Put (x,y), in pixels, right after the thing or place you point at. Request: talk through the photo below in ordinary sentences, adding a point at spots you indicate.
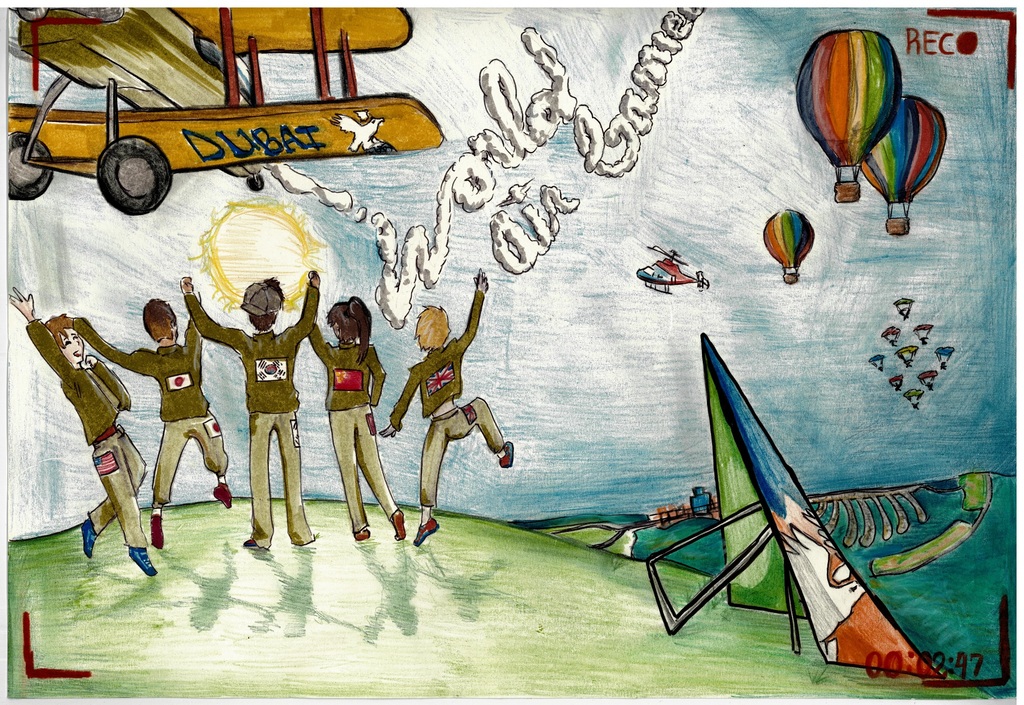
In this image I can see few people (342,439) standing and wearing same color dresses (463,434). I can see two aircraft (102,163), sun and few colorful parachutes (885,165) flying and few colorful objects (796,615) on the ground (732,665). At the top (970,46) I can see something is written in red color.
